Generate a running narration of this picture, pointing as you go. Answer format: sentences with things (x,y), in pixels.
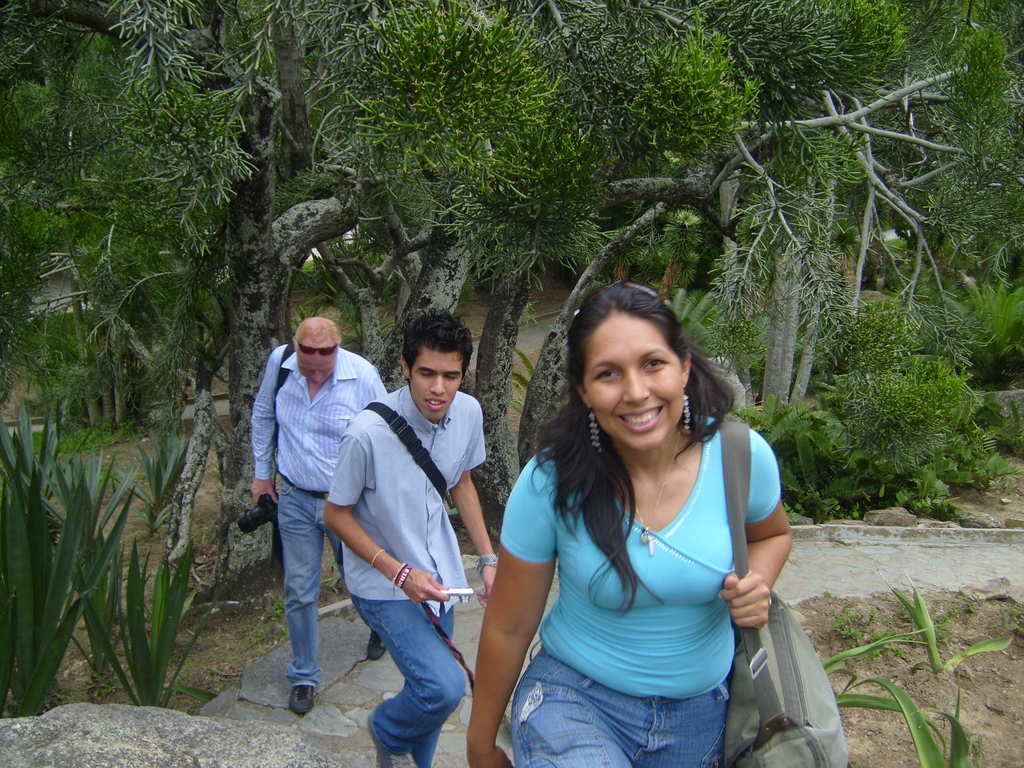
In this picture we can see two men (413,500) and a woman (523,528) walking, a woman (717,645) is carrying a bag (765,701), a man (320,465) on the left side (326,482) is holding a camera (262,512), in the background (509,150) there are some trees (504,105).
